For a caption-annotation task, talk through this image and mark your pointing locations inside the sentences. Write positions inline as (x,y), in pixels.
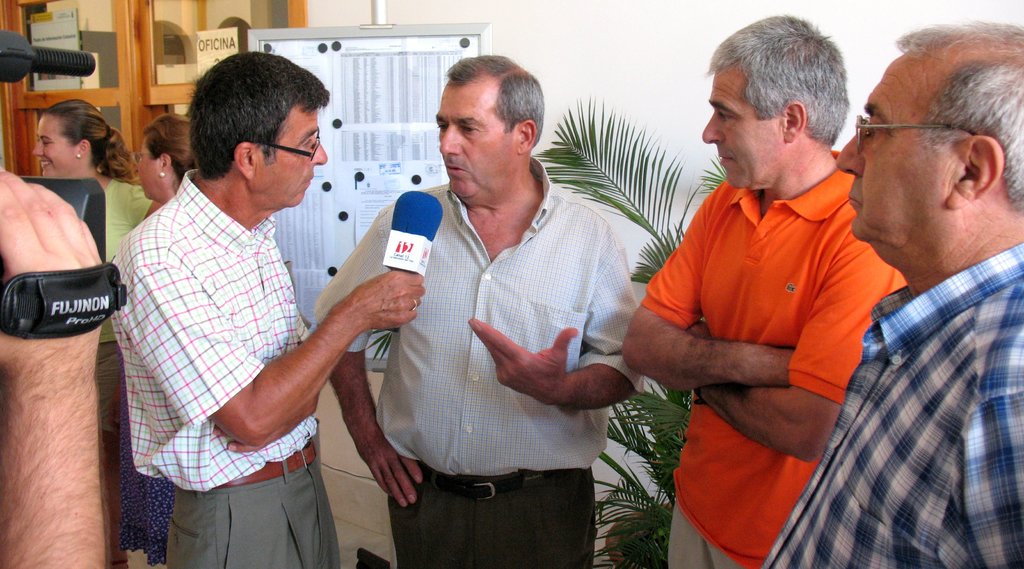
In this image there is a man (202,324) in the middle (342,345) who is interviewing the other person (461,283) by holding the mic (402,259). On the left side (56,245) there is a man (71,232) recording the video with the camera (91,205). On the right side (772,335) there are two other people (813,366) who are standing on the floor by folding their hands (718,380). In the background (664,435) there is a plant (639,488). On the left side (82,142) there are two girls (105,140) standing near the wooden door (118,61). In the middle (345,205) there is a notice board (374,106) on which there are papers (381,141).
